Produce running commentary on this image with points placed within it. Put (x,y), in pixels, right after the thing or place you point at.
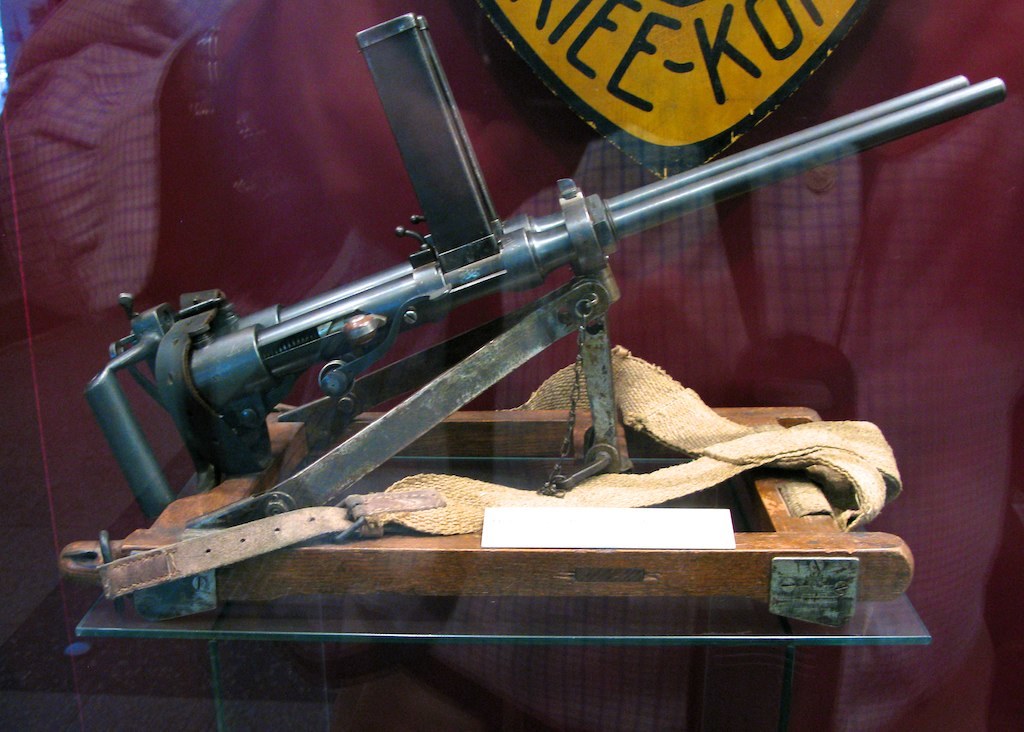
In this image we can see a gun (163,403) tied with belts (427,499) placed in between the glasses (128,212).
